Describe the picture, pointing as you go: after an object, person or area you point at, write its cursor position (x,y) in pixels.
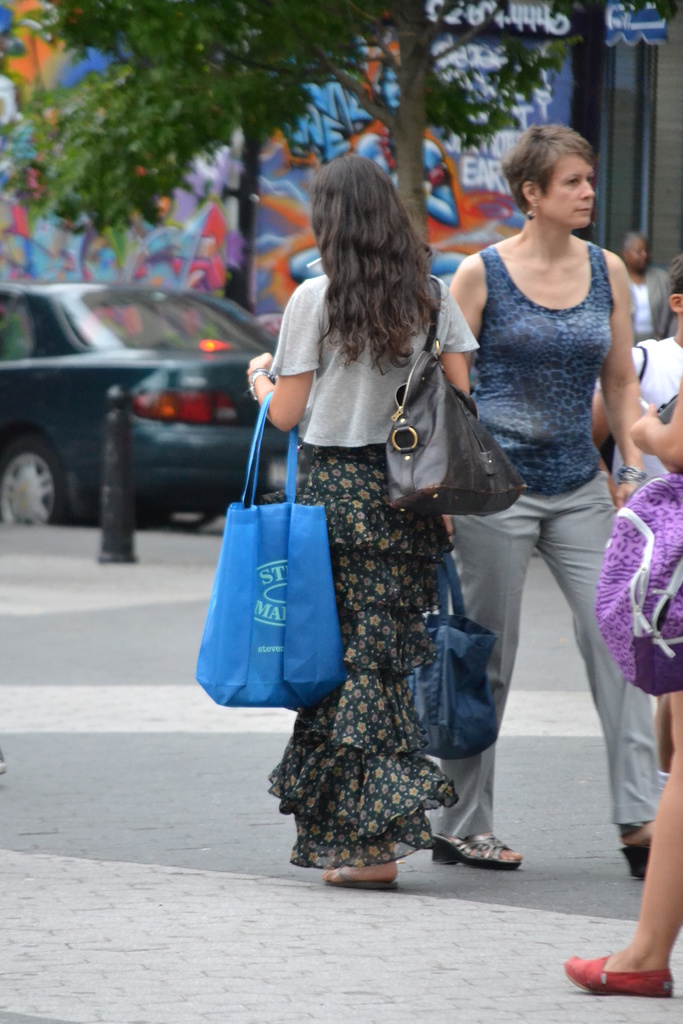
This is a picture taken in the outdoor, this is a women (371,617) on a road (259,743) holding a blue bag (275,603) and black bag (430,438). On right side of the women (386,309) there is other women (554,409) who is also walking on the road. Background of this woman (381,362) is a car (143,344), tree (200,114) and a wall (191,251).
